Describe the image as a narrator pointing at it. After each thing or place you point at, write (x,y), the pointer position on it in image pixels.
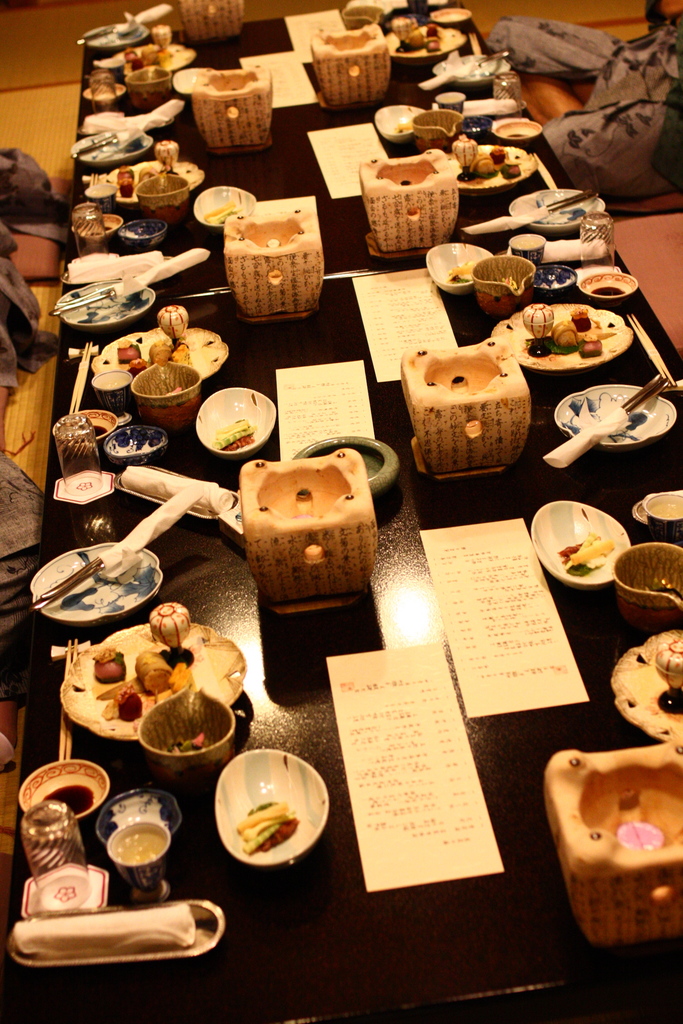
In this picture we can see cards (275,60), bowls (164,719), plates (534,362), jars (236,246), chopsticks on a table (500,770) and in the background (662,139) we can see some objects (656,146).
